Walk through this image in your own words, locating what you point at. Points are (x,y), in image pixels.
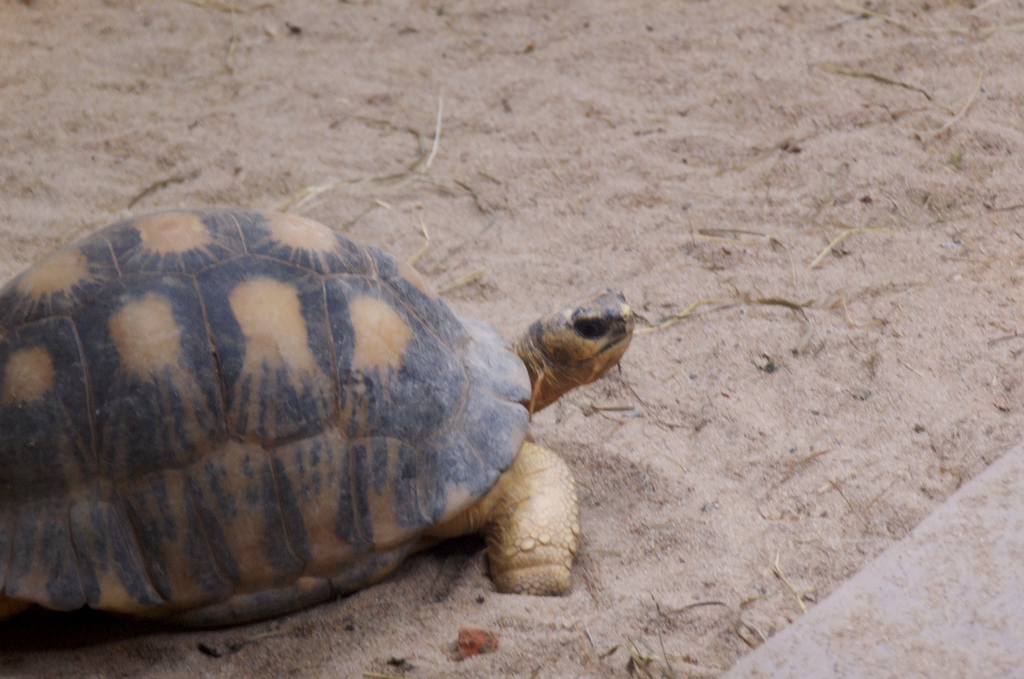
This pictures seems to be clicked outside. On the left (178,241) we can see the tortoise (310,449) seems to be walking on the ground (754,418). In the background (911,313) we can see the sand (194,47) on the ground (872,217).
